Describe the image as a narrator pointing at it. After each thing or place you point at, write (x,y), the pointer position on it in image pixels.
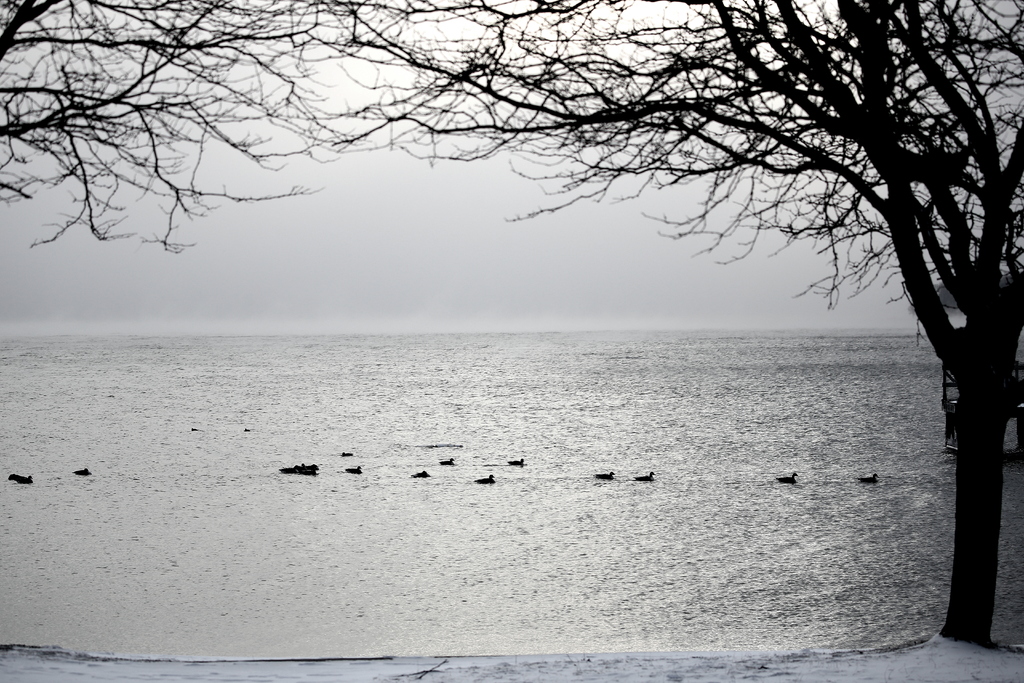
This picture is clicked outside the city. In the foreground (328,528) we can see a water body (489,491) and there are some birds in the water body (661,442). On the right (871,128) we can see a tree (983,535) and some object (947,380). In the background (407,274) there is a sky (251,288).
